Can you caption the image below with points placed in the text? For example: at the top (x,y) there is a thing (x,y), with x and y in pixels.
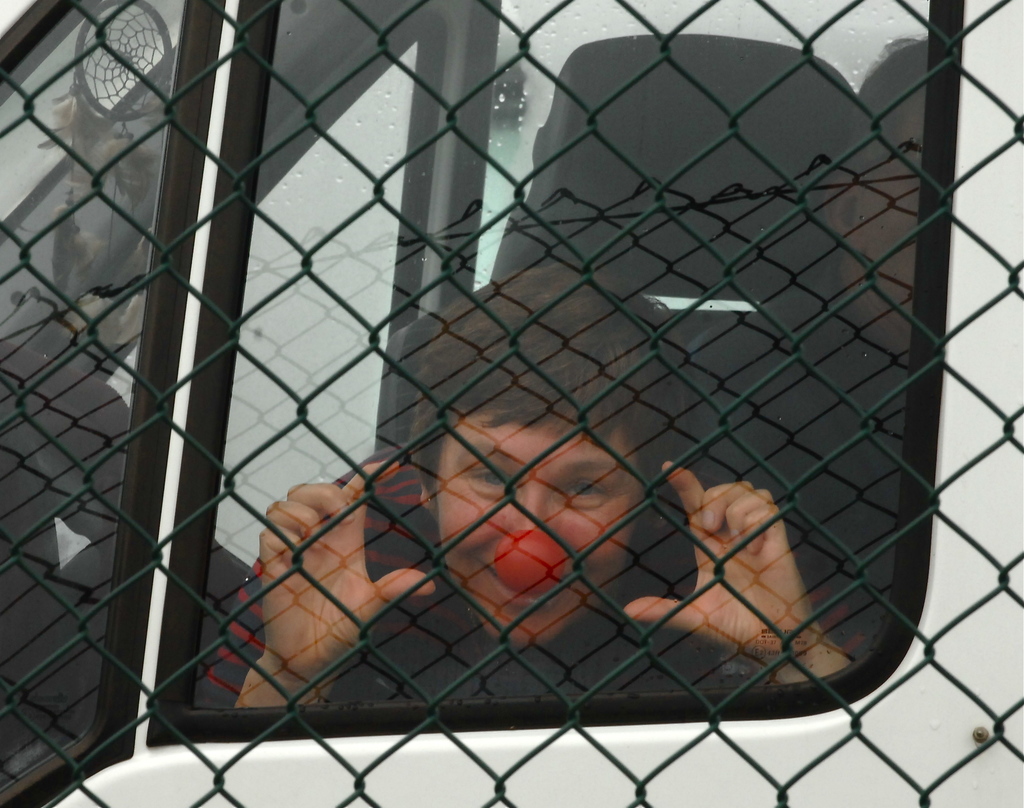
In this image I can see the metal fencing (505,504) and a vehicle (724,677) which is white in color. I can see few persons (566,384) in the vehicle (952,165) through the window (635,527).
